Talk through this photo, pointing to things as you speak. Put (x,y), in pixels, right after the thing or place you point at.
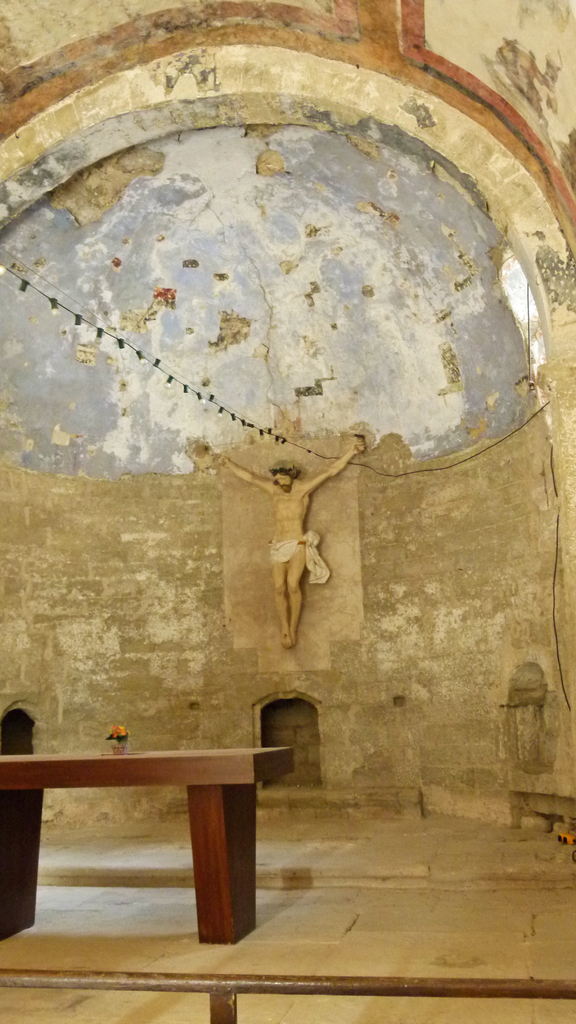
At the bottom of the picture (403,986), we see the iron rod (333,989). In the middle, we see a wooden table (145,781) on which an object (126,746) is placed. In the middle of the picture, we see the statue of the Jesus (282,559). In the background (232,390), we see a wall (426,524) which is made up of stones (56,530). This picture might be clicked in the church (329,804).
